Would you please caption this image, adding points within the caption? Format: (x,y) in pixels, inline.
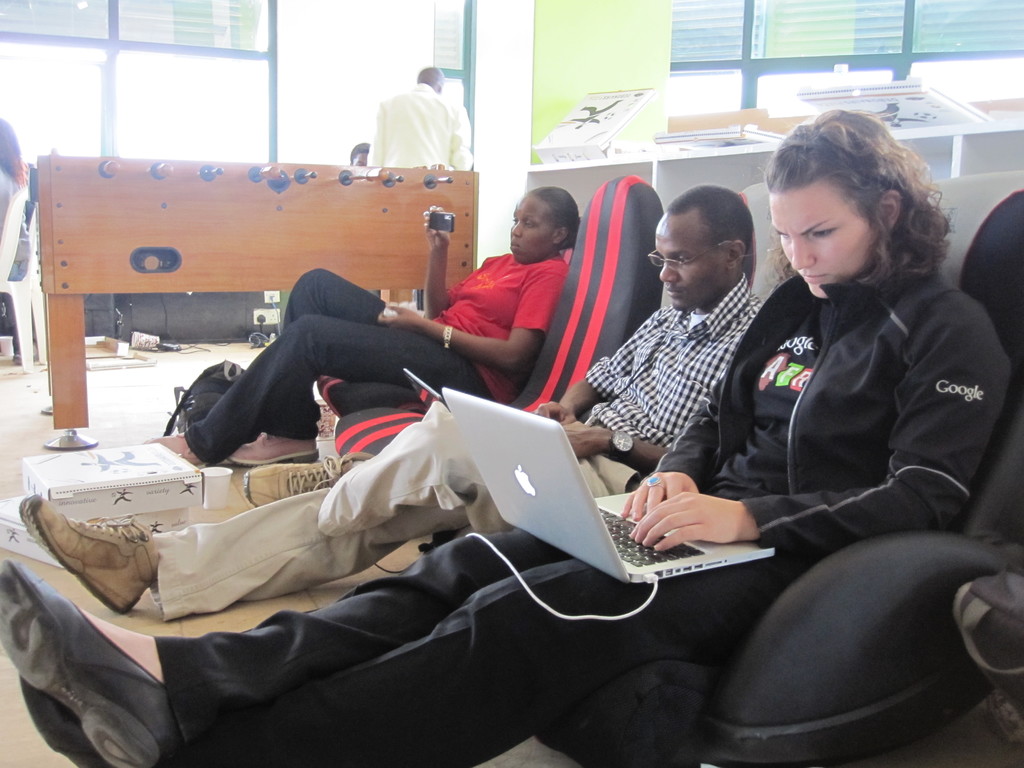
In this image we can see some people (606,450) sitting on chairs (525,379) and holding devices (497,458) in their hands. In the left side of the image (227,486) we can see boxes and glass (225,500) placed on the surface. In the center of the image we can see a table (444,205) with some sticks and a person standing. In the background (947,124), we can see boards (941,111) with some pictures (914,96) and windows (64,73).
